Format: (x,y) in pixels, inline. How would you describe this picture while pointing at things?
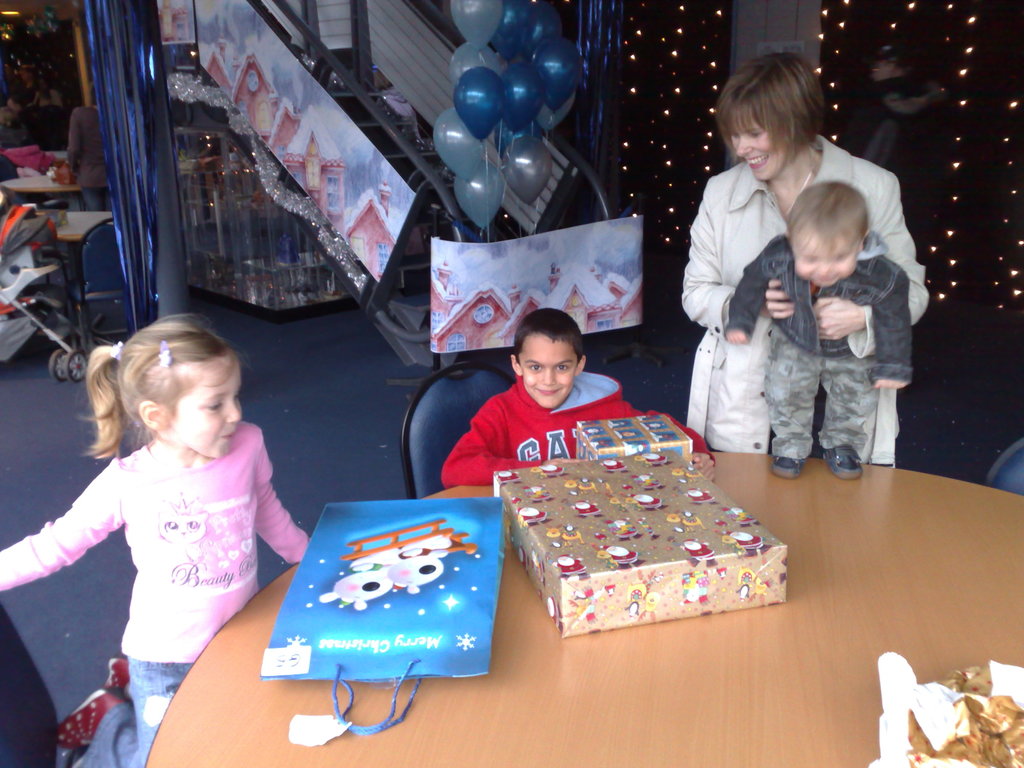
Bottom right side of the image (999,514) there is a table (655,738), on the table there are some bags (345,632). Behind the table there are some chairs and few people (557,326) are sitting and standing and smiling. Top left side of the image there is a stroller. Behind the stroller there is a table (4,185). Top of the image (367,134) there is a staircase (280,9) and balloons (516,162).
